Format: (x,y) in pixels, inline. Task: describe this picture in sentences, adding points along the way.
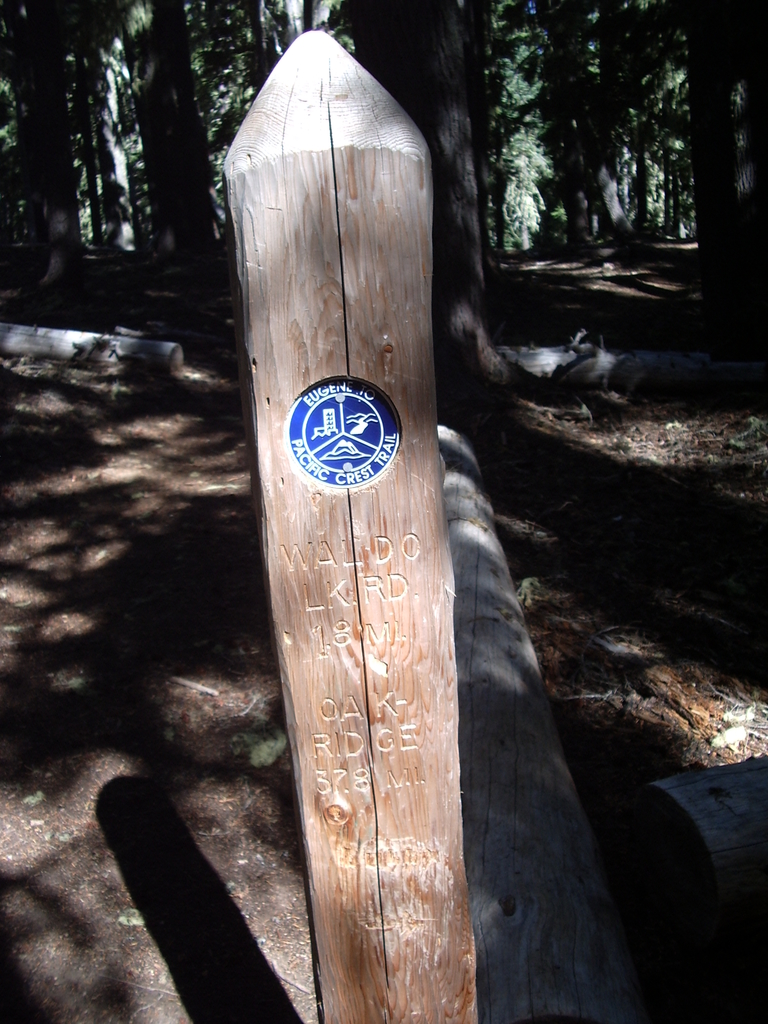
In this image on the foreground (345,778) there is a wooden pole (355,951). On it something is written. In the background (170,110) there are trees (541,101).
